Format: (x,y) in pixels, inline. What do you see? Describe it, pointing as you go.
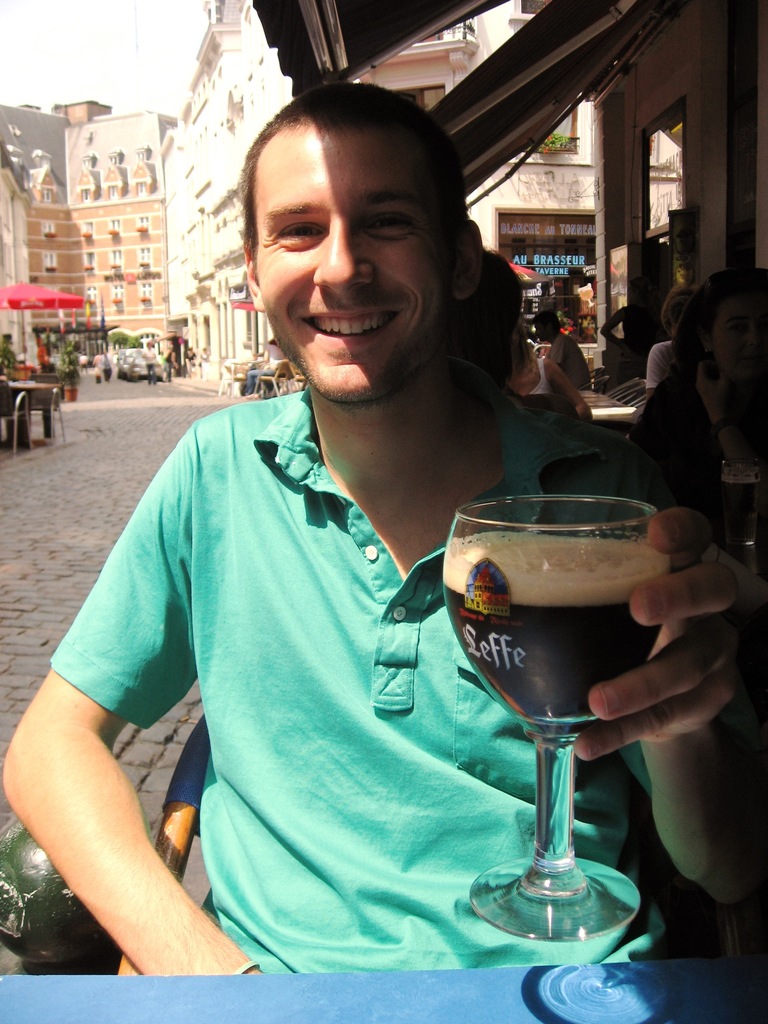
In the image there is a person (294,296) sitting in the front (265,494) in sea green t-shirt (370,639) holding a wine glass (524,572) and behind him there are few people (716,386) sitting around table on the right side (700,499) and over the left side (161,272) there is a road (19,632) in the middle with buildings (100,296) on either side of it and above its sky (112,65).
